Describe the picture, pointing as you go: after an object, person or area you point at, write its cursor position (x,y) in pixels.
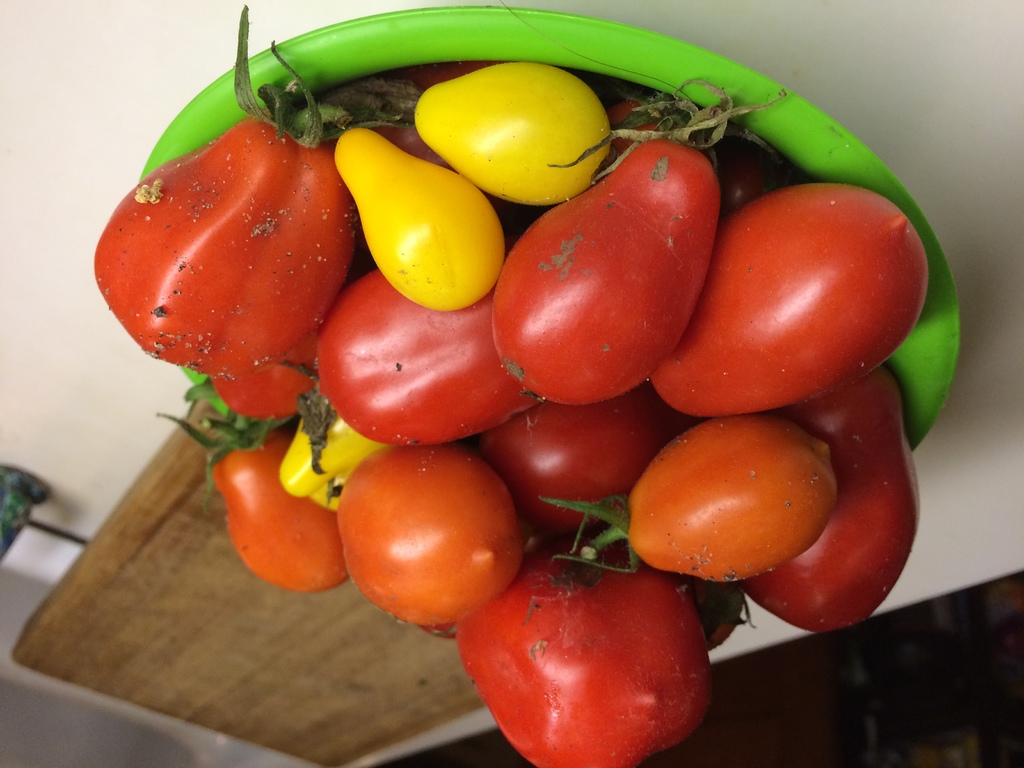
In this image there is a table (736,43) and we can see a bowl (838,171) containing tomatoes (384,423) which are in red and yellow color. We can also see a tray (300,617) placed on the table (79,420).
